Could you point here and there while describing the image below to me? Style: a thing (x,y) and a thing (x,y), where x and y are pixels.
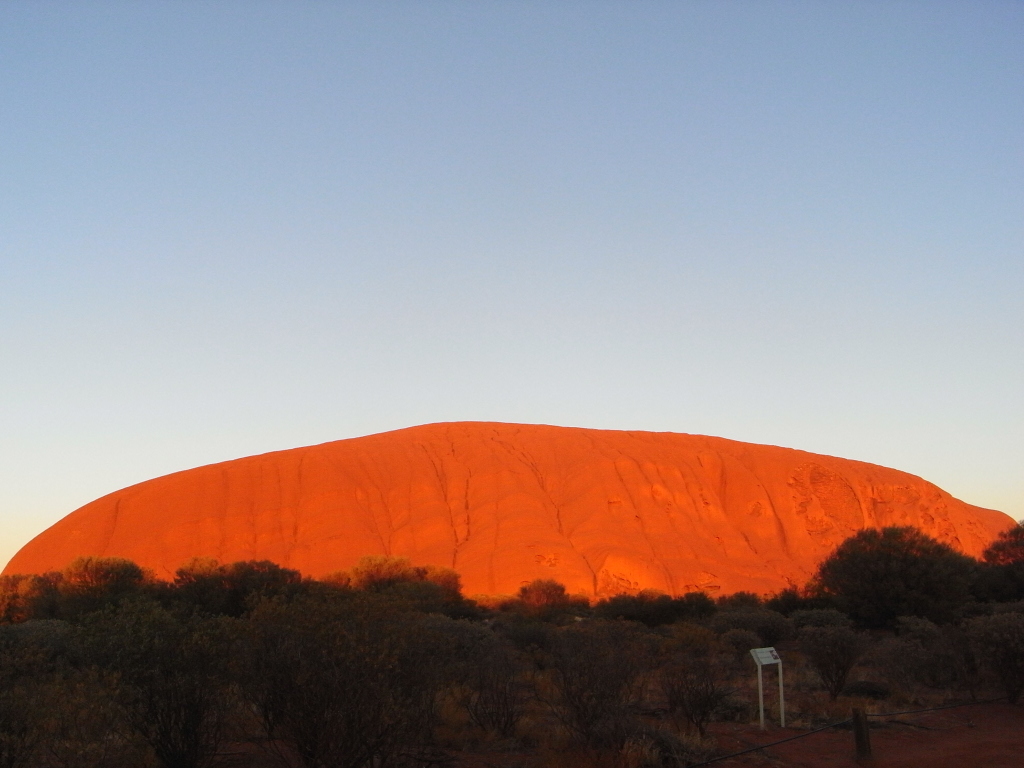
In this picture we can see trees (895,593), poles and a rock (541,479). Behind the rock (491,477) there is a sky (519,258).
